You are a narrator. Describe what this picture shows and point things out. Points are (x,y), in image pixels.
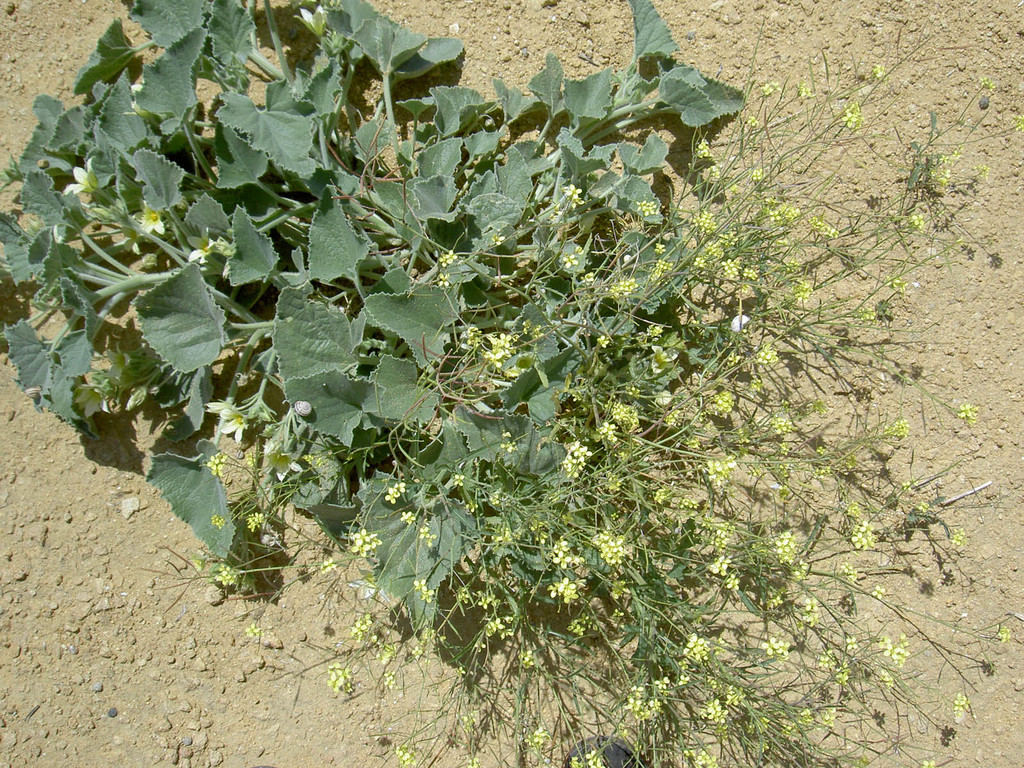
In this image there is a plant (479,424) on the soil (200,653).
